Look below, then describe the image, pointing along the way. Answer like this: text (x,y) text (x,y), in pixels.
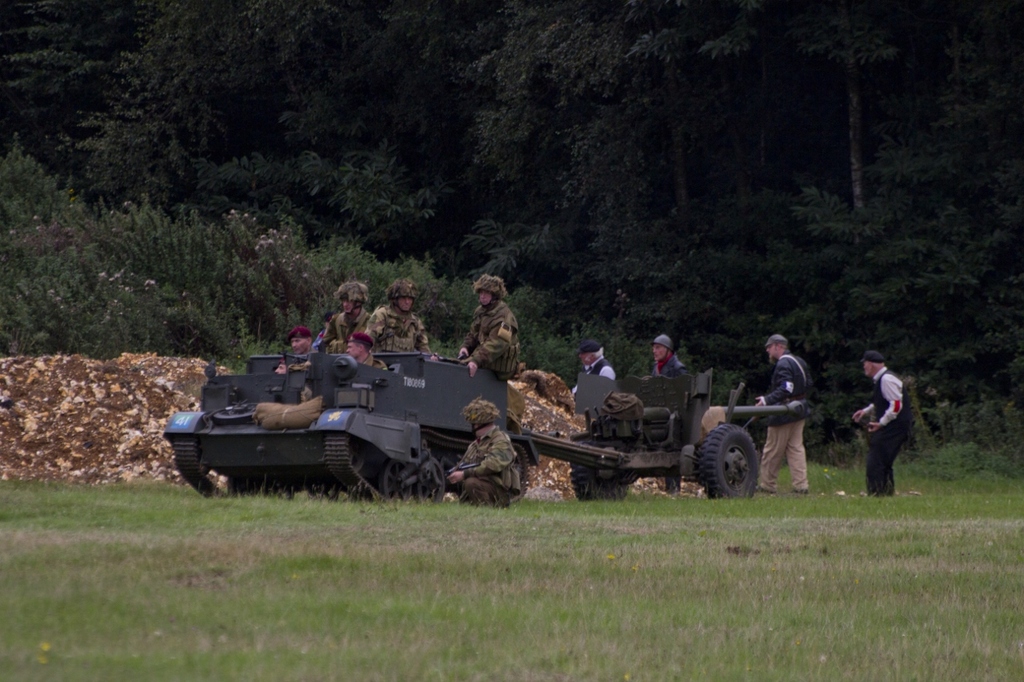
This picture is of outside. In the center (377,442) there is a tank (339,399) on the top of which there are some persons (371,317), wearing uniform (409,341) and sitting. There is a man (485,446) wearing a uniform (494,463) and sitting on the ground (543,509) and the ground (616,595) is full of grass (840,614) and on the right (876,475) there is a person (876,401) standing and another person (787,396) seems to be walking. There is a gun (678,402) and there are two persons (607,367) seems to be standing. In the background (780,110) we can see the trees (584,118) and a rock (86,416).
